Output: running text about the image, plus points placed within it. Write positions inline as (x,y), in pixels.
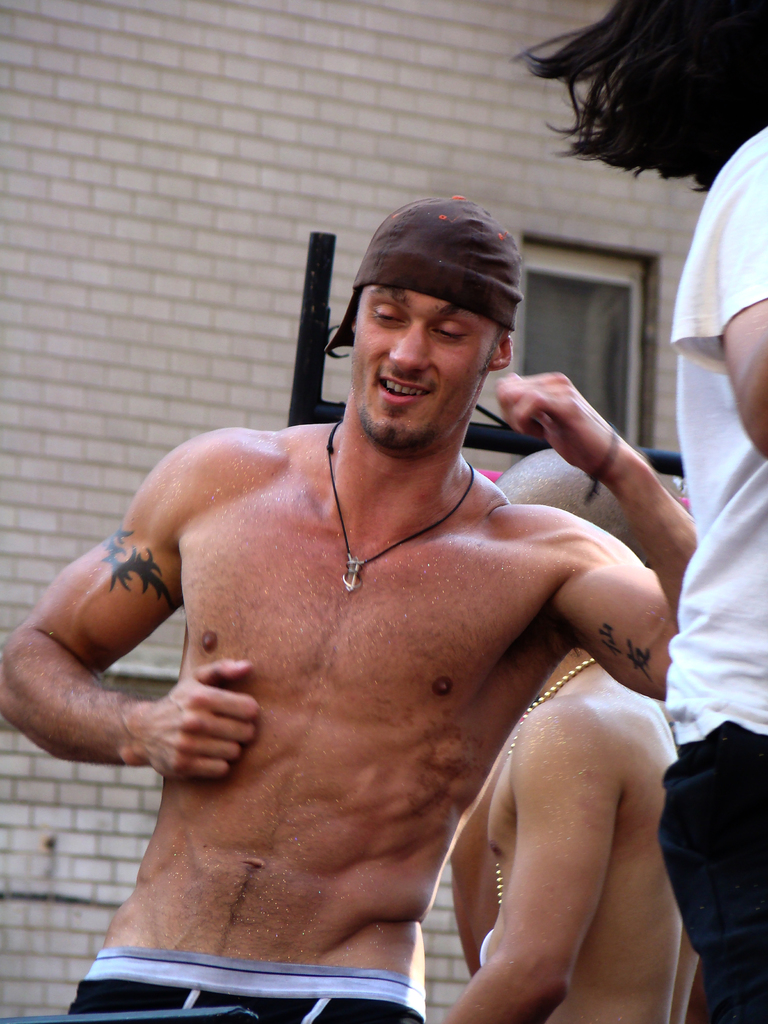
In this image we can see some people (670,820) standing. In the background (313,342), we can see poles (314,421) and a window (624,403) on the wall (655,228).
